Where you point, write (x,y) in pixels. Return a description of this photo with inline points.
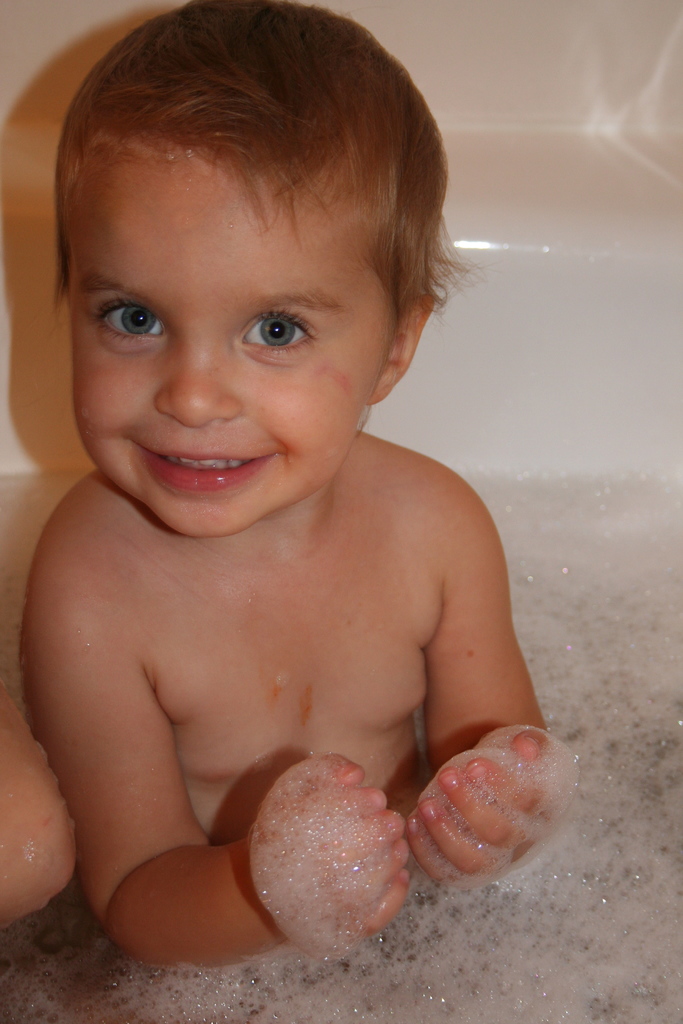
A little (337,638) child is playing in the water (593,693), he is smiling too.
